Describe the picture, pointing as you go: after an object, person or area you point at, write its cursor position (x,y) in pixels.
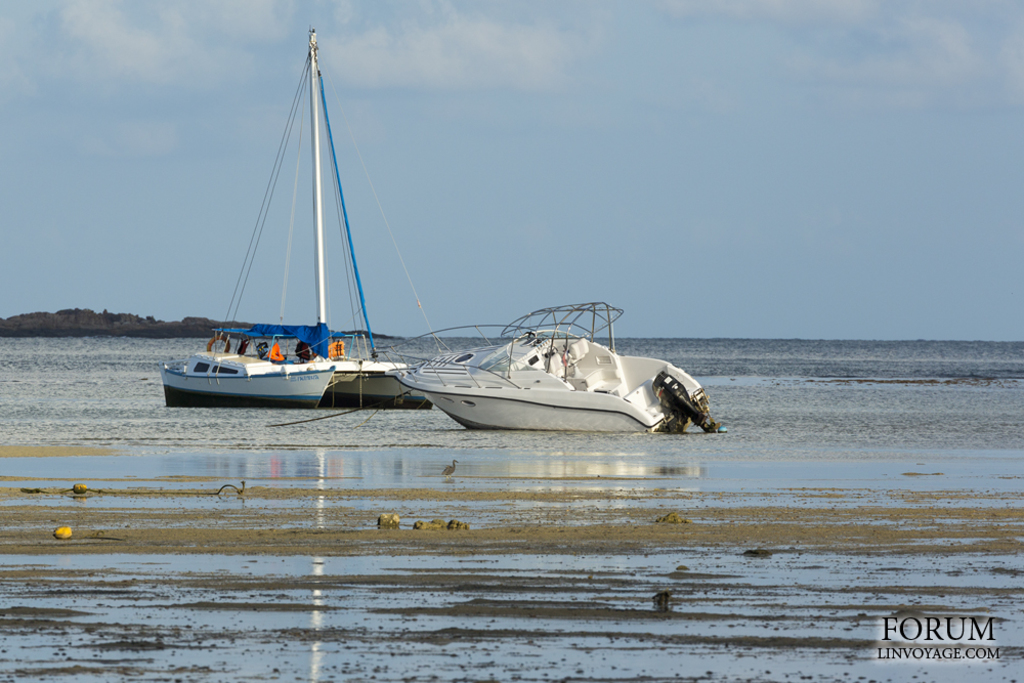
In the foreground of the picture (621,651) there are stones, mud (342,506), bird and water (198,483). In the center of the picture (381,373) there are boats (412,370) in water (29,410). In the background (160,322) there is rock (116,319). Sky (134,168) is cloudy.
